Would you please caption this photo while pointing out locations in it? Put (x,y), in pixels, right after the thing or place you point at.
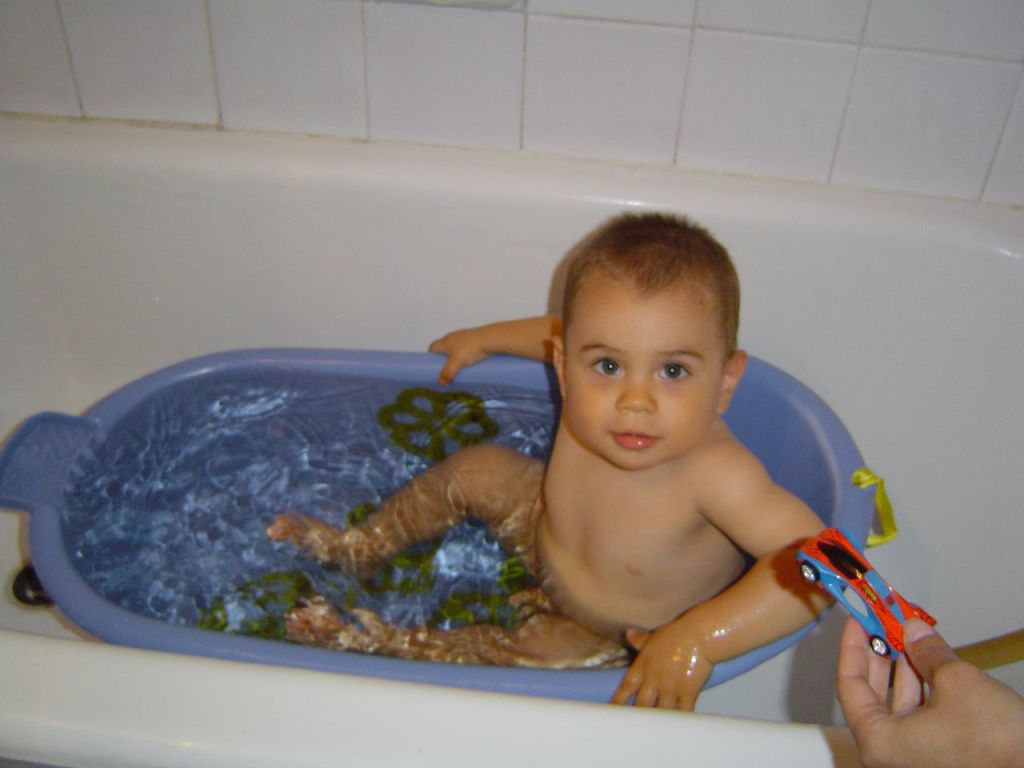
A little cute boy (692,342) is in the bathtub (865,515), in the right side (820,586) it is a car toy (865,599) is holding by a human (938,661). The tub (380,559) is in blue color.
